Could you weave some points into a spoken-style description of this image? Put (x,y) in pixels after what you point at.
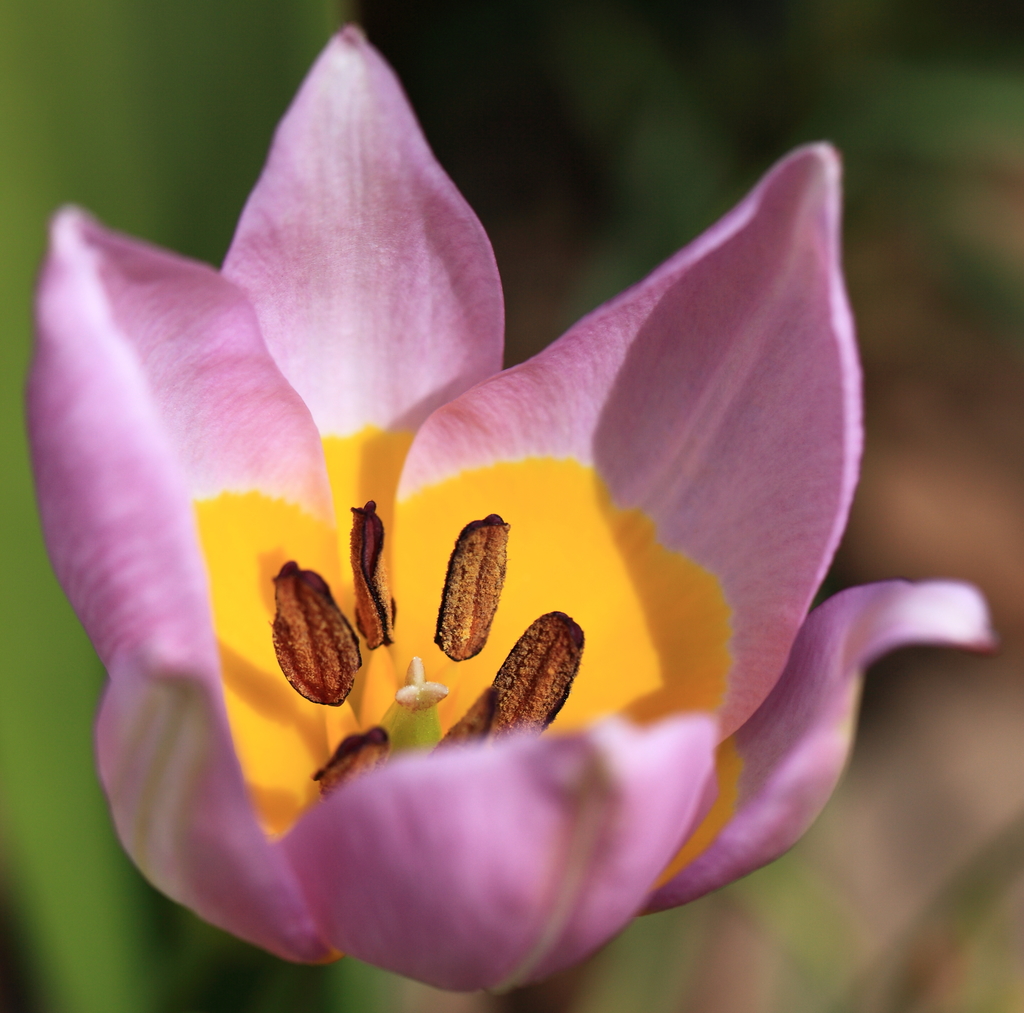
In the picture I can see pink color flower (426,556) where I can see it's stamen (480,638). The background of the image (100,1006) is blurred which is in green color.
